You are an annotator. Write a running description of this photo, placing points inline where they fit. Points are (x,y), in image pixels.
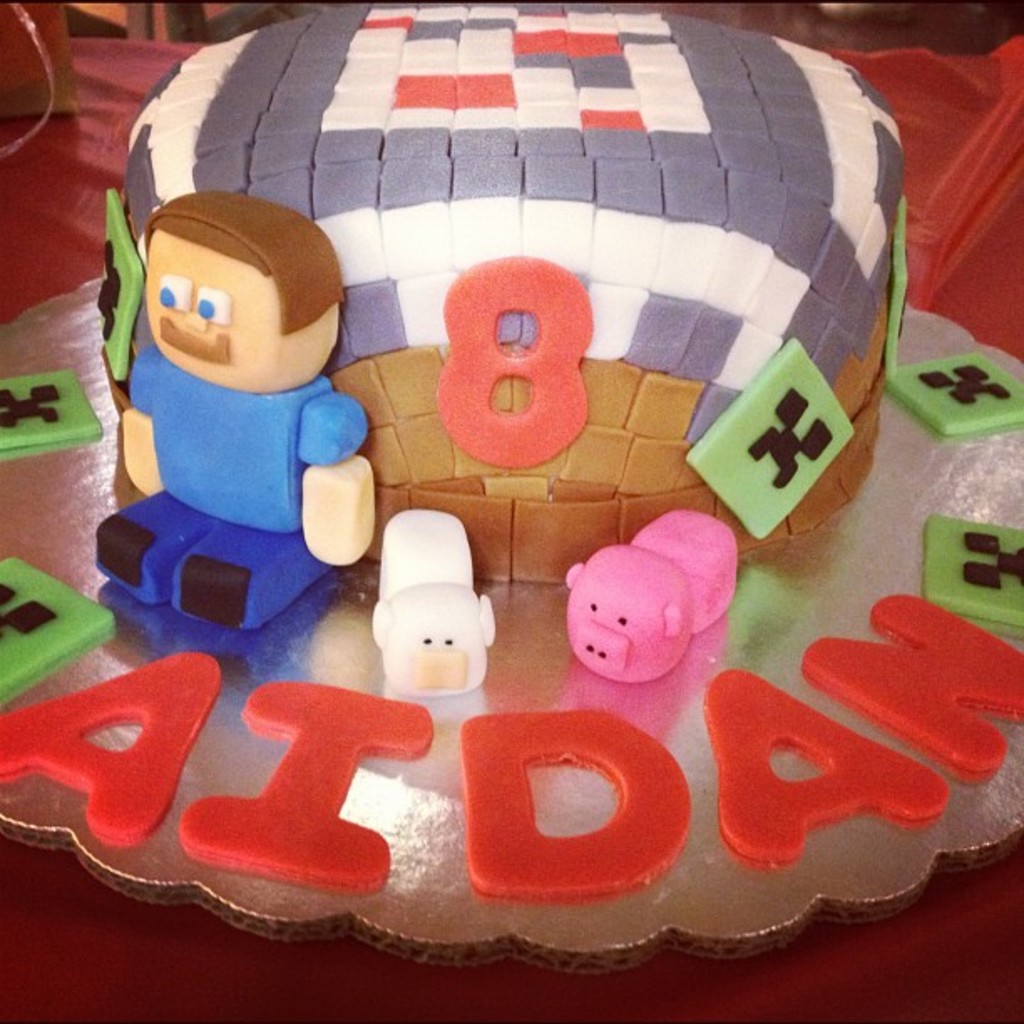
In this picture we can see a cake (797,367), toys (405,534) and a name (152,680) on an object (95,853).
